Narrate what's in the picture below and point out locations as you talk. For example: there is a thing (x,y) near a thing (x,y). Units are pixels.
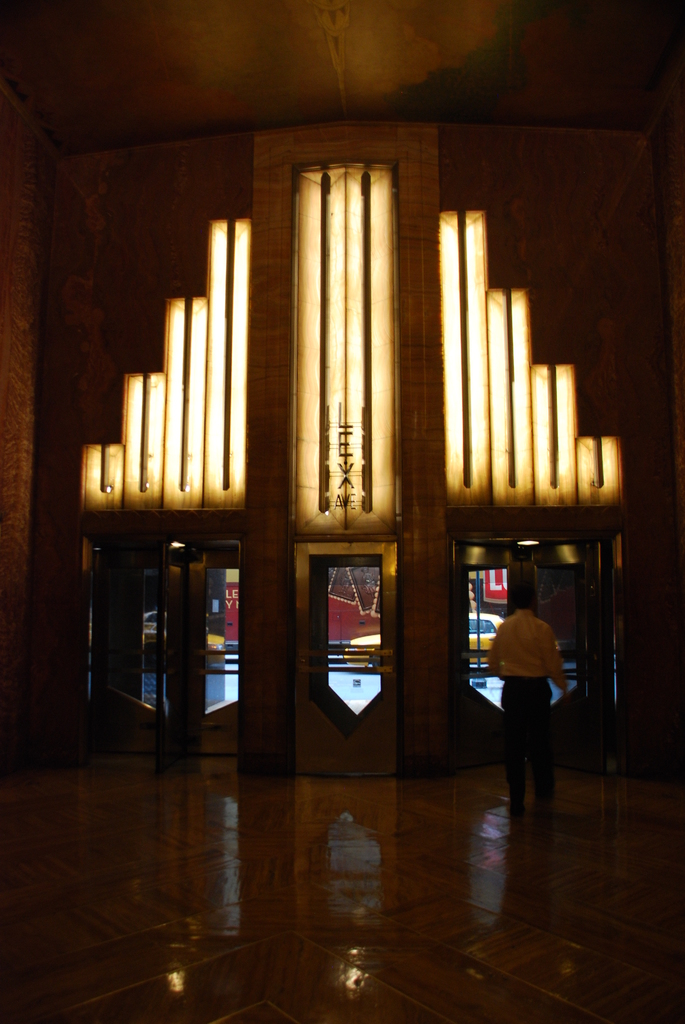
In the center of the image (434,442) we can see a chrysler building (413,534). On the right (529,732) there is a man (533,742).
